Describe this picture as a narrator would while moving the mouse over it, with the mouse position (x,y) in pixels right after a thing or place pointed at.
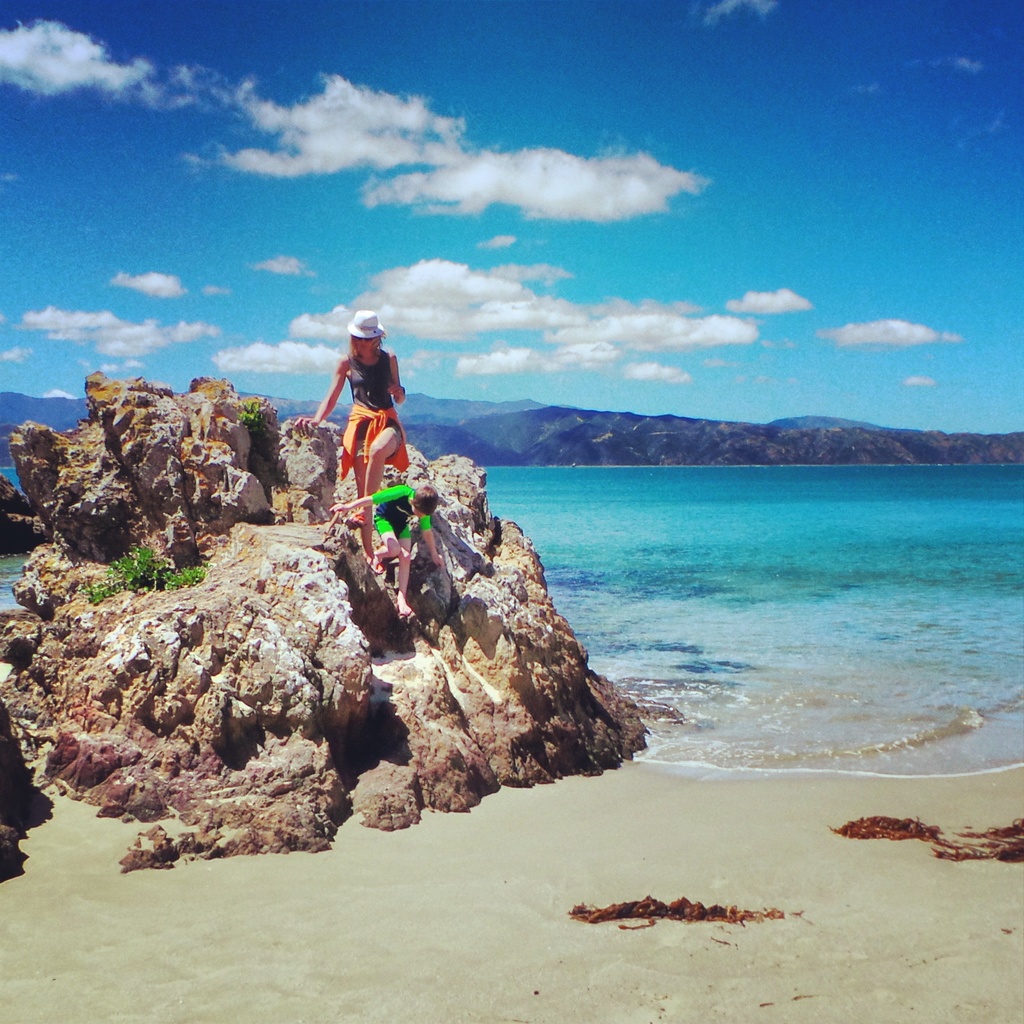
In this image I can see two persons (369,523) standing on the rock (426,566). In front (414,515) the person (391,513) is wearing blue and green color dress (397,496) and the other person (388,386) is wearing black and orange color dress (374,393), background (157,138) I can see the mountains (776,424) and the sky (301,119) is in blue and white color.
